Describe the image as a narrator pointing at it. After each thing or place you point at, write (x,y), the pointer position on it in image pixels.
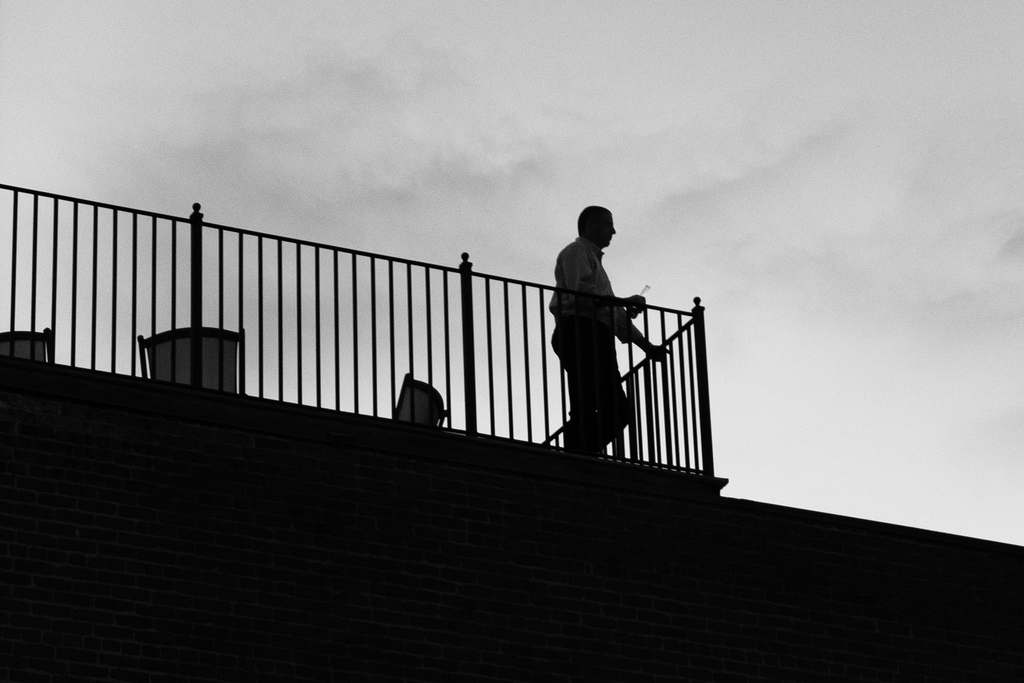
In this picture we can see a person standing on a building (264,457) and we can see sky (718,288) in the background (718,288).
